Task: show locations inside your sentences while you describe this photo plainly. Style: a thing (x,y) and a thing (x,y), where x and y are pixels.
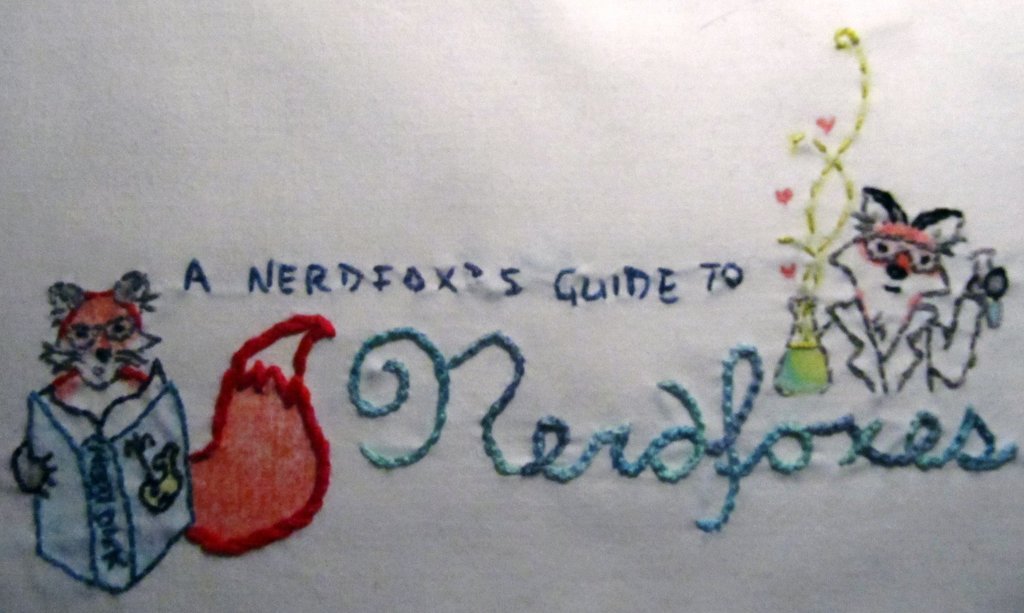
In this image we can see embroidery (151,442) of text (754,398) and animals (125,322) on the cloth (634,508).
